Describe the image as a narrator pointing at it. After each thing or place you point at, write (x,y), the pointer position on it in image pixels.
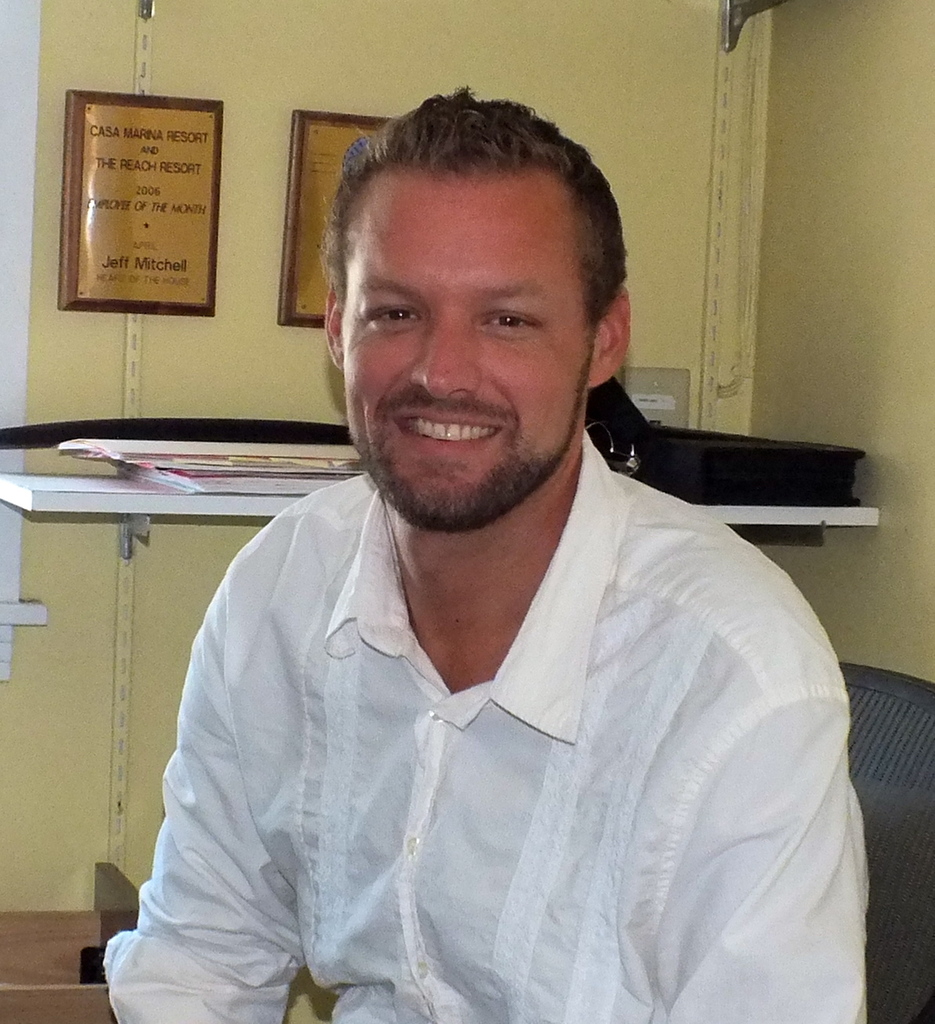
In this image we can see a person (465,794) sitting on the chair (895,774), there are few objects (345,466) on the shelf (813,511) and frames (197,174) with text (145,191) on the wall (242,316).
